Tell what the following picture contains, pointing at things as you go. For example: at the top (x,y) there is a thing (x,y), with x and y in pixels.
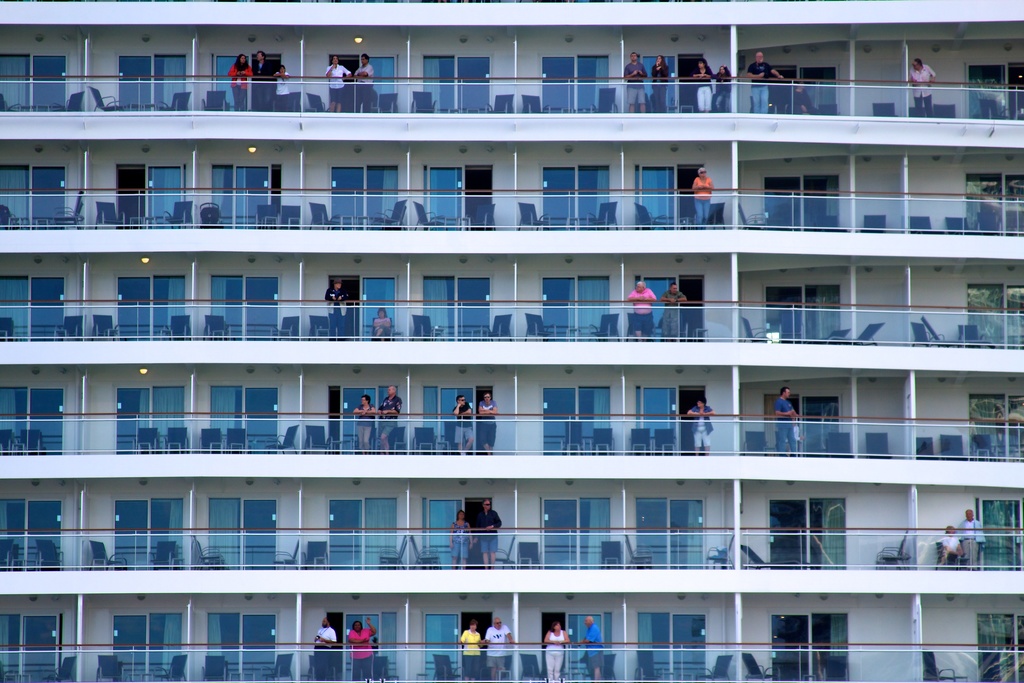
In this image, we can see a building (540,474), there are some people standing in the balconies (578,318).
